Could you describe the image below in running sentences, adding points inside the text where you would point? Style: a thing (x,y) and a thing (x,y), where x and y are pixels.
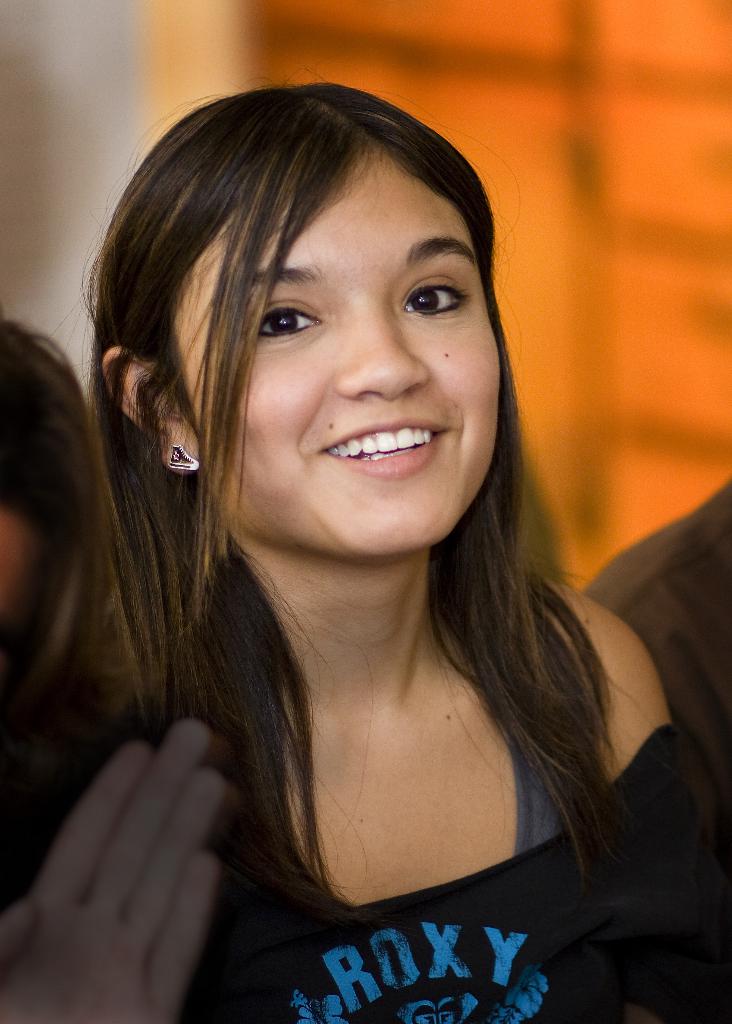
In the center of the image (423,531) there is a person (298,454) having a smile on her face (315,492). Beside her there are a few other people (3,1013) and the background of the image (45,81) is blur.
